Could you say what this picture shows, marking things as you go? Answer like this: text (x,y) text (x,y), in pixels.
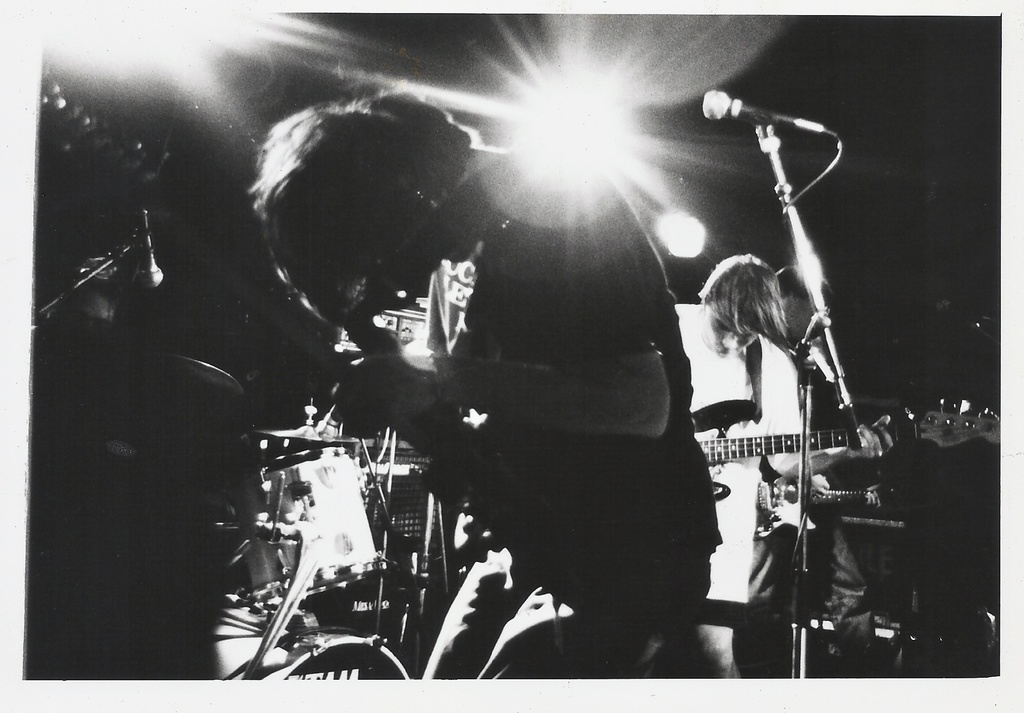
This picture seems to be of inside. On the right (793,352) there is a man (784,360) wearing white color dress (784,401), standing and seems to be playing guitar (731,405). In the center (567,265) there is a person (528,435) seems to be playing a musical instrument (346,441). There is a microphone (753,115) attached to the stand (797,210). In the background (159,65) we can see the lights (557,113).
